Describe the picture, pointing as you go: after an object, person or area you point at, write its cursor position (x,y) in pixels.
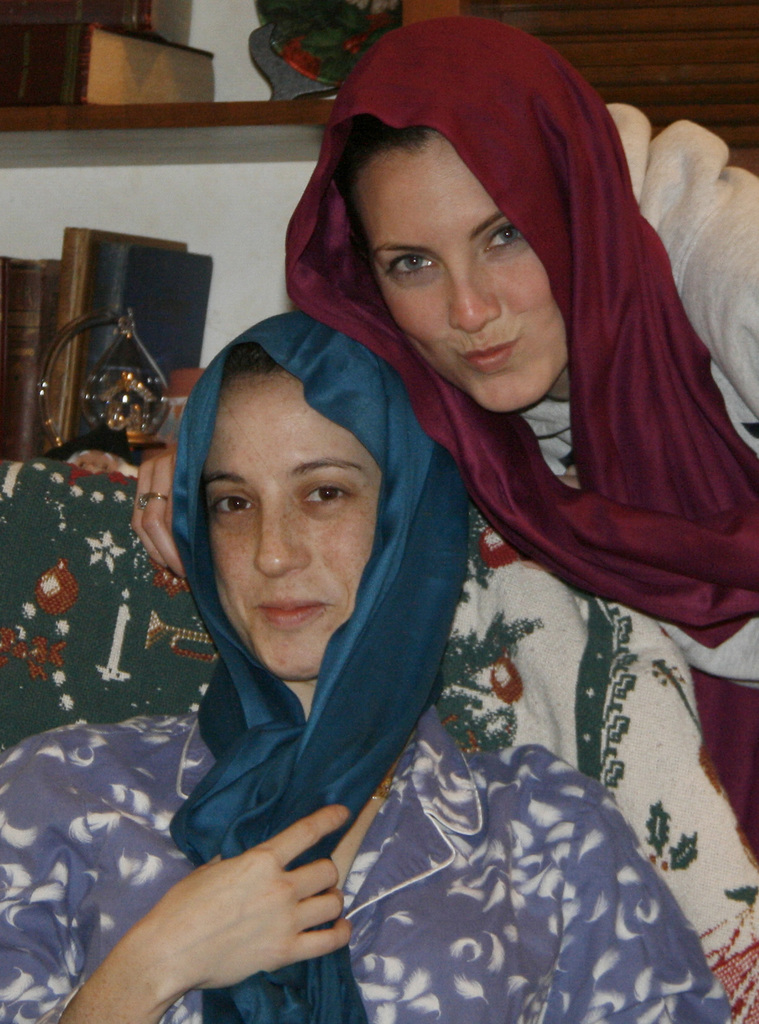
There is one woman (275,728) sitting as we can see at the bottom of this image (238,727). There is one other woman (593,371) sitting on the right side of this image (591,347). We can see the books (164,256) and a wall (285,215) in the background (285,182).
